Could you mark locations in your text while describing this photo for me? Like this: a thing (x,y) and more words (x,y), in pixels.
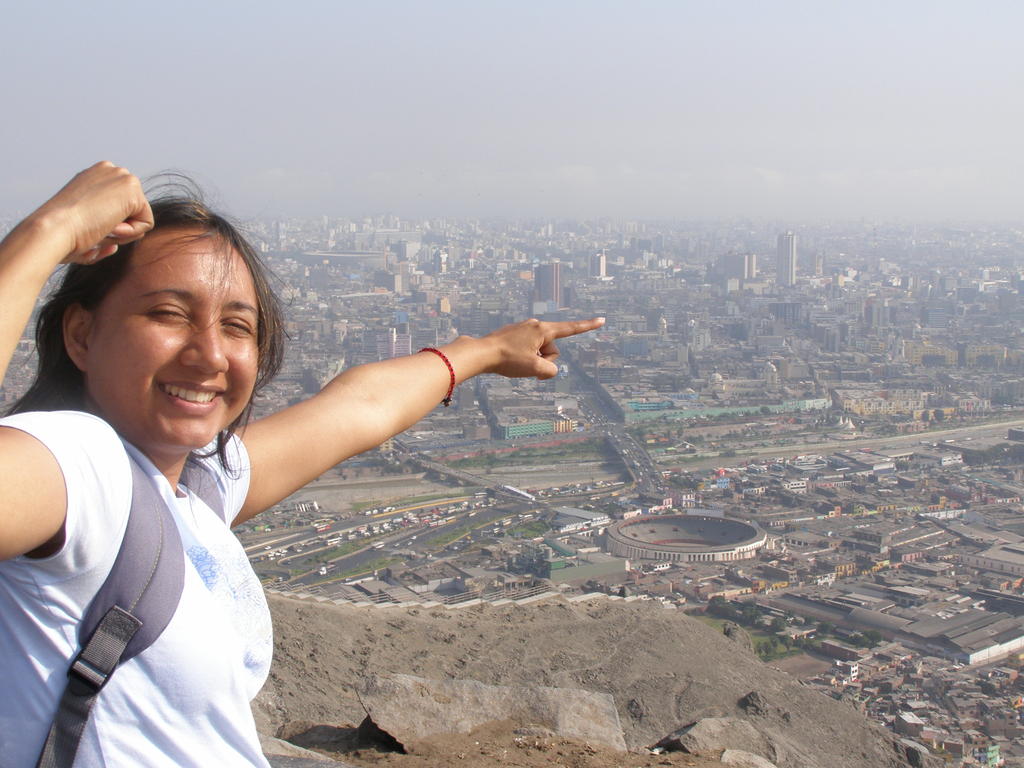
On the left side of the image (159,445) there is a woman (184,410). In the background (366,255) there are buildings (767,276), trees (766,628), stadium (701,553), roads (424,535), vehicles (440,525), sky (643,126) and clouds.
